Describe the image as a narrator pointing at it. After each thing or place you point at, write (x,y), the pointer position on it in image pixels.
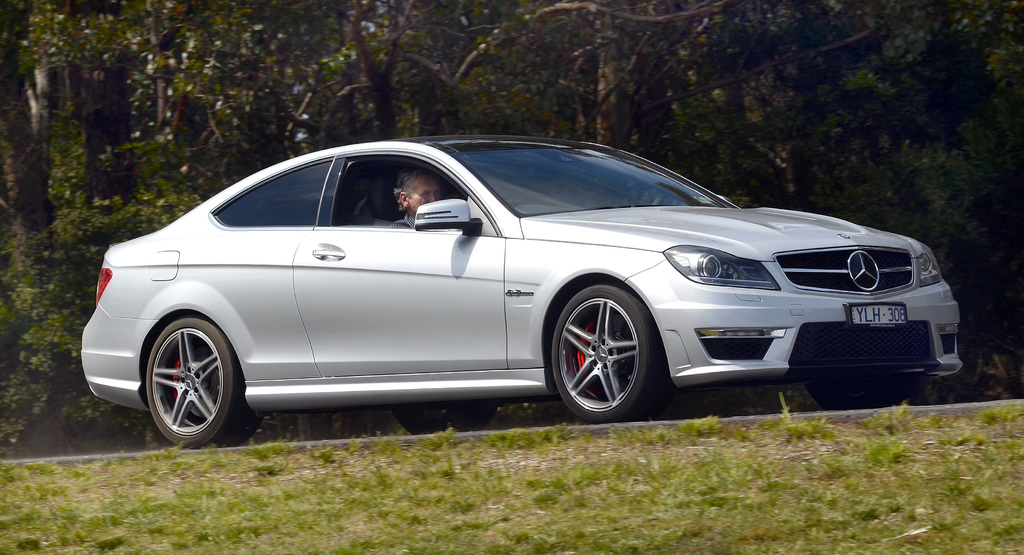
In this image I can see a car (228,259) on the road (476,430) which is facing towards the right side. In the car (419,217) I can see a person (402,207) sitting. At the bottom of the image (358,497) I can see the grass (177,485). In the background (347,90) there are some trees (129,90).
